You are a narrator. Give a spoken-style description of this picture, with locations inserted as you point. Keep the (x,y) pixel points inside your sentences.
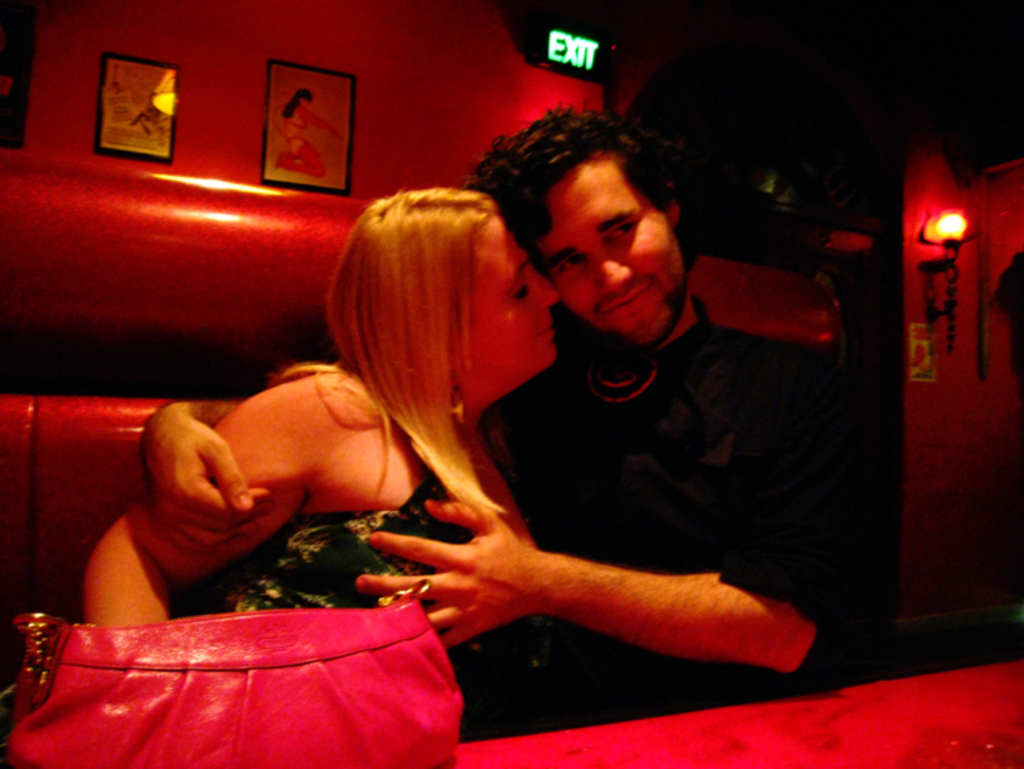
In this picture we can see two people (457,404) are seated on the sofa (88,438) in front of them we can find a bag (243,627), in the background (117,88) we can see wall paintings (288,101) and light (960,235).
